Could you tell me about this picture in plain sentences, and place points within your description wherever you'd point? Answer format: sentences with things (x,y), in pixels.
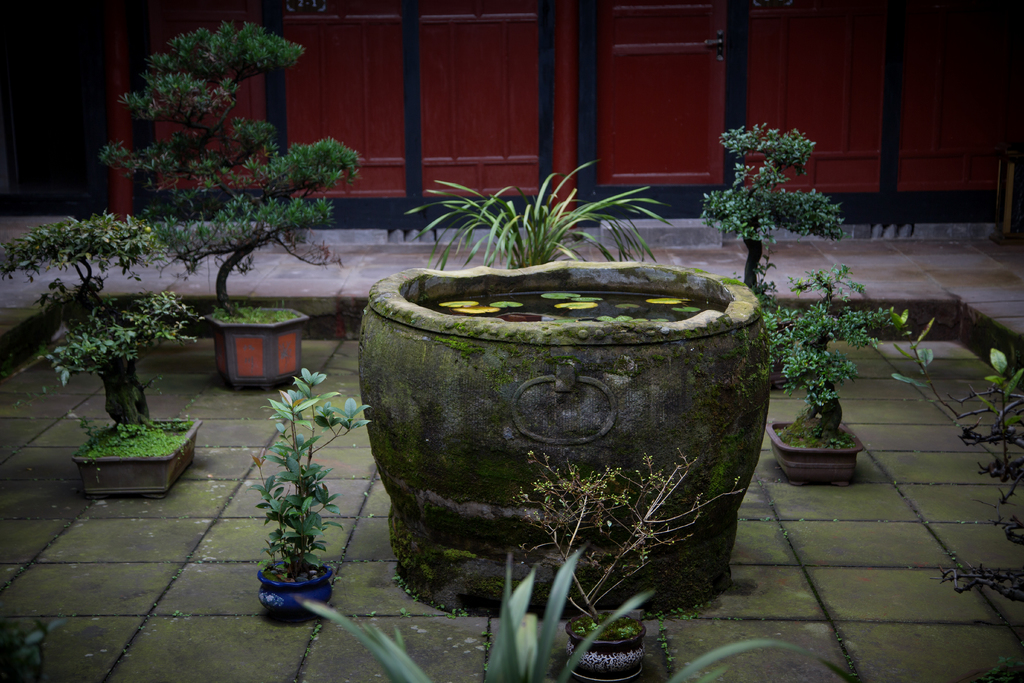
In this picture we can see water (505,312) and few plants (301,229) in the flower pots (171,459).
